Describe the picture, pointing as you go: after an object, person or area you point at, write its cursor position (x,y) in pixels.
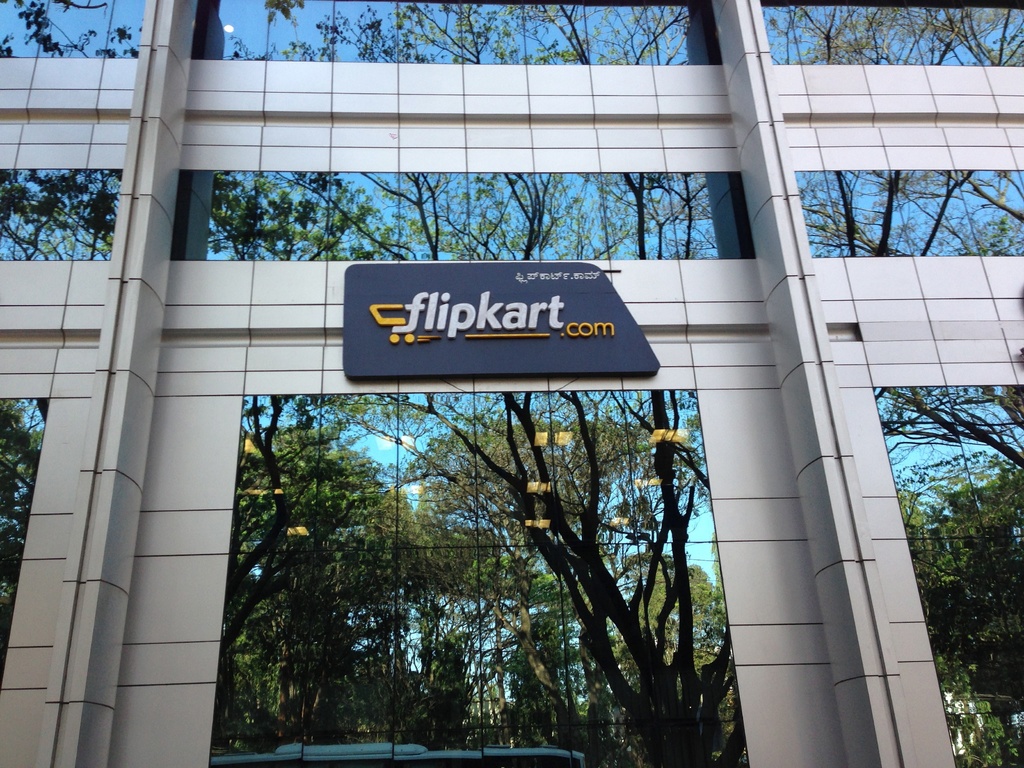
In this image, I can see a building (614,503) with glass windows (330,506), pillars (811,314) and a name board (595,363). I can see the reflection (443,624) of the trees (572,601) on the glass windows (372,206).
